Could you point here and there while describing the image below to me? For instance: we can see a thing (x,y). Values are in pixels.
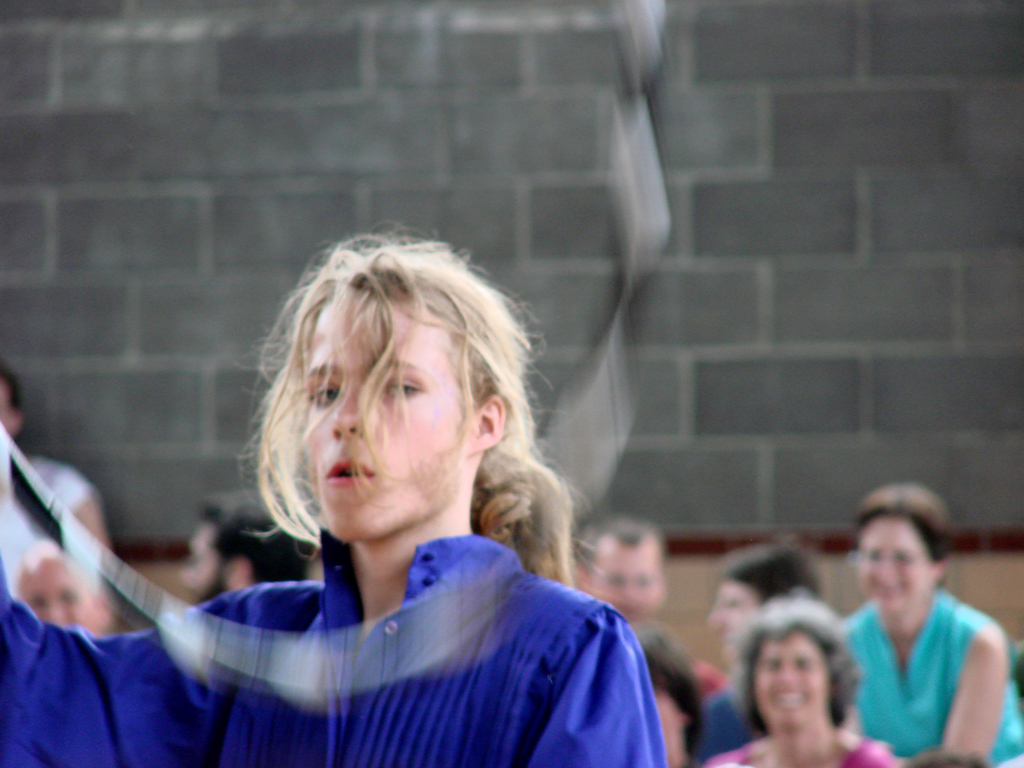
In this image we can see people (682,737). Background (947,675) it is blur. We can see a wall (787,301).
